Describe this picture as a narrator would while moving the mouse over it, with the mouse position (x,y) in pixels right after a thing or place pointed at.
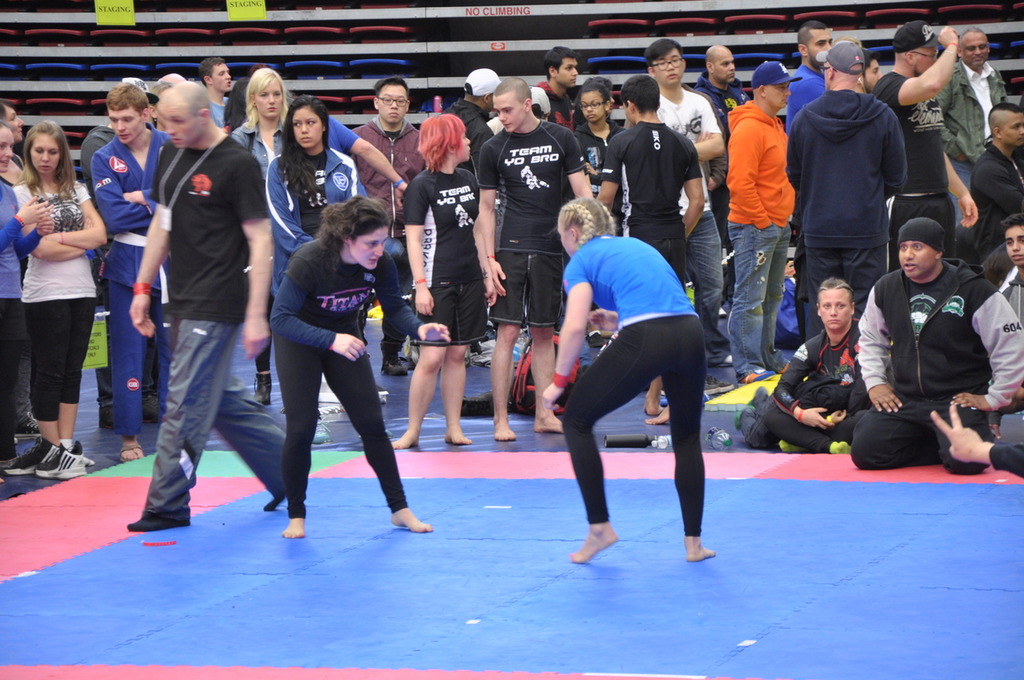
In this image we can see many persons (205,335) standing on the ground (821,463) and some are sitting on the ground (922,478).
